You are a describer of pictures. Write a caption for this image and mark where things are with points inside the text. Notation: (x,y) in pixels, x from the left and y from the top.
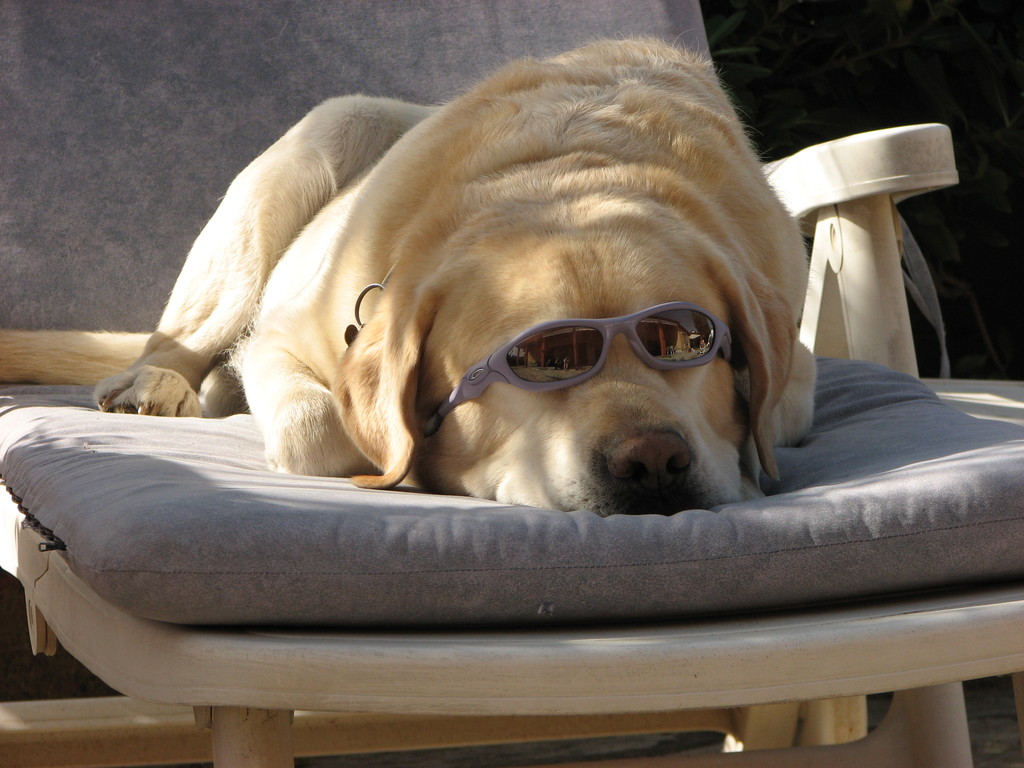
In this image there is a dog (295,329) which is sleeping in the chair (247,433) by wearing the spectacles (589,363).
